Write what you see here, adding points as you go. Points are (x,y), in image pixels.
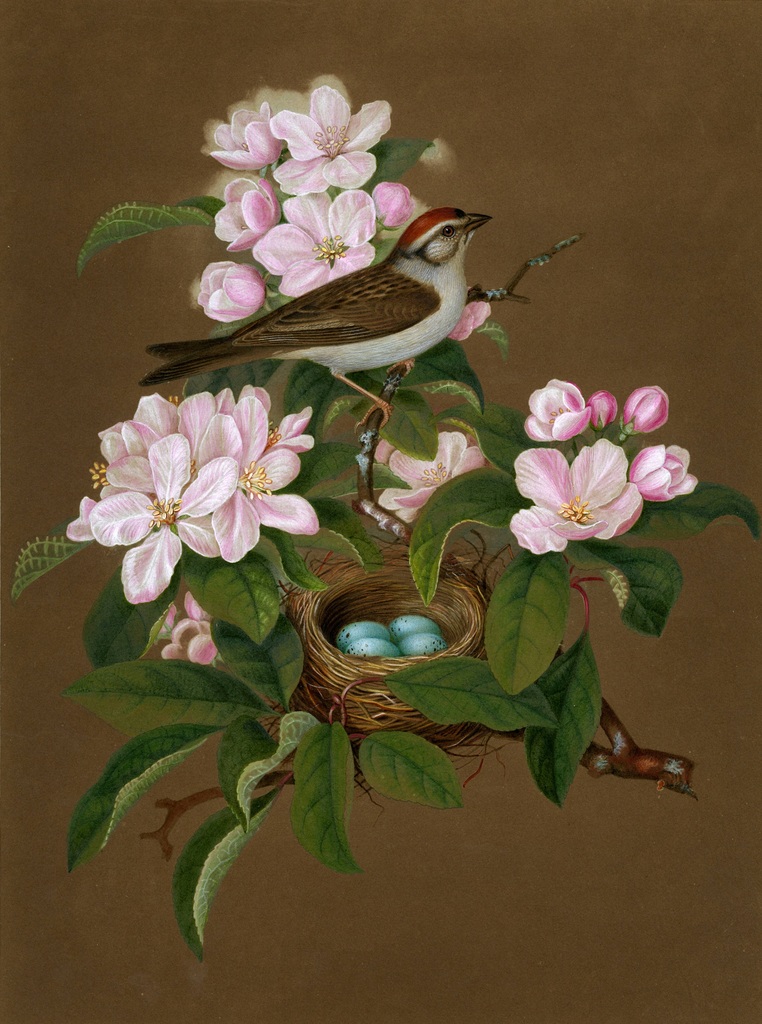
In this picture we can see a bird (405,317) on the branch (364,466). There are flowers (402,468), leaves (436,704), and eggs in a nest (322,659).
